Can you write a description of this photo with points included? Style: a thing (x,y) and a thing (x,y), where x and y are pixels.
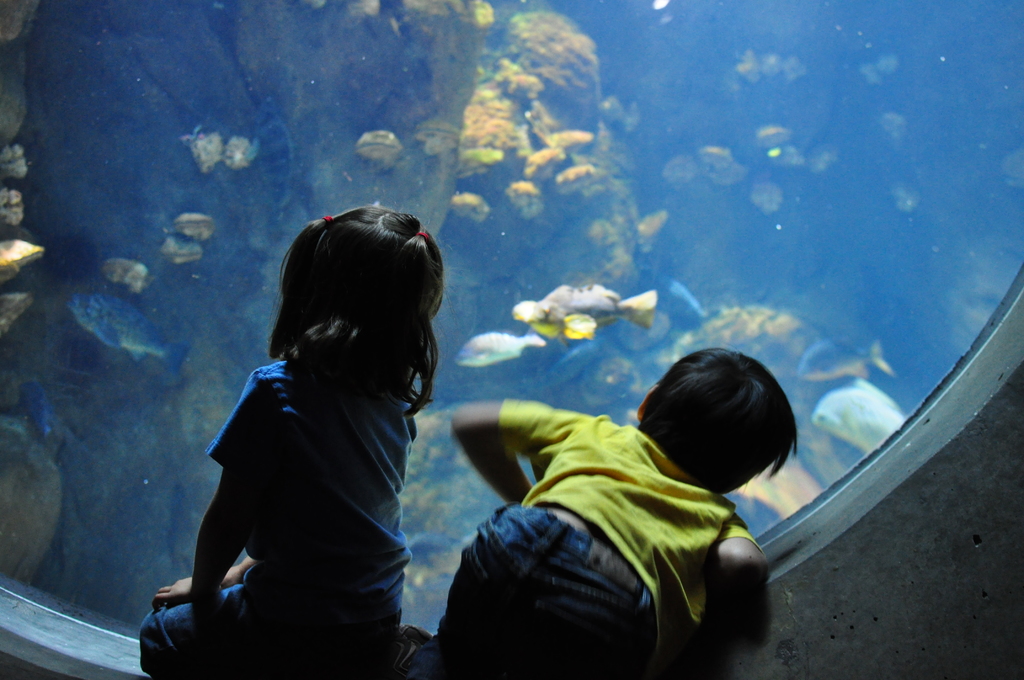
Here I can see a girl (340,484) and a boy (585,490) are sitting on the knees (201,625) and looking at the back side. In the background (437,151) there is a fish tank (356,173). In that, I can see many fishes (544,308) and marine species (544,130) in the water (638,171).
